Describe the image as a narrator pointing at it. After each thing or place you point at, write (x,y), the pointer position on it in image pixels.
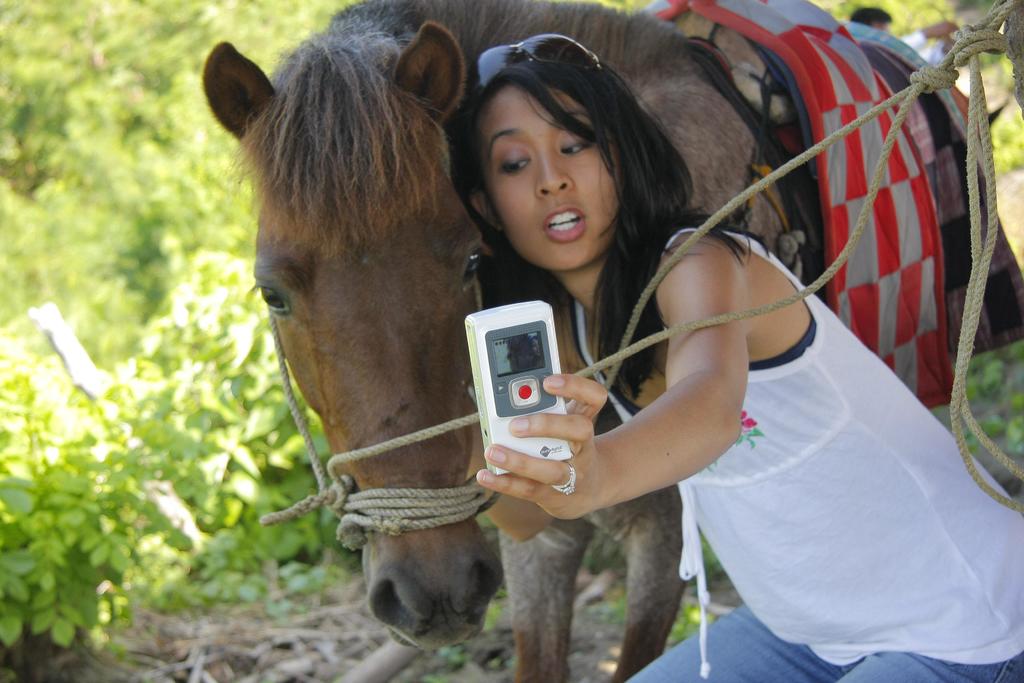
in this image the woman (729,229) she is taking the selfie with the horse (413,376) and she is wearing the white top (847,556) and blue jeans (738,650) and she is wearing the glass (568,54) and the background (175,416) is very greenery (180,347).
